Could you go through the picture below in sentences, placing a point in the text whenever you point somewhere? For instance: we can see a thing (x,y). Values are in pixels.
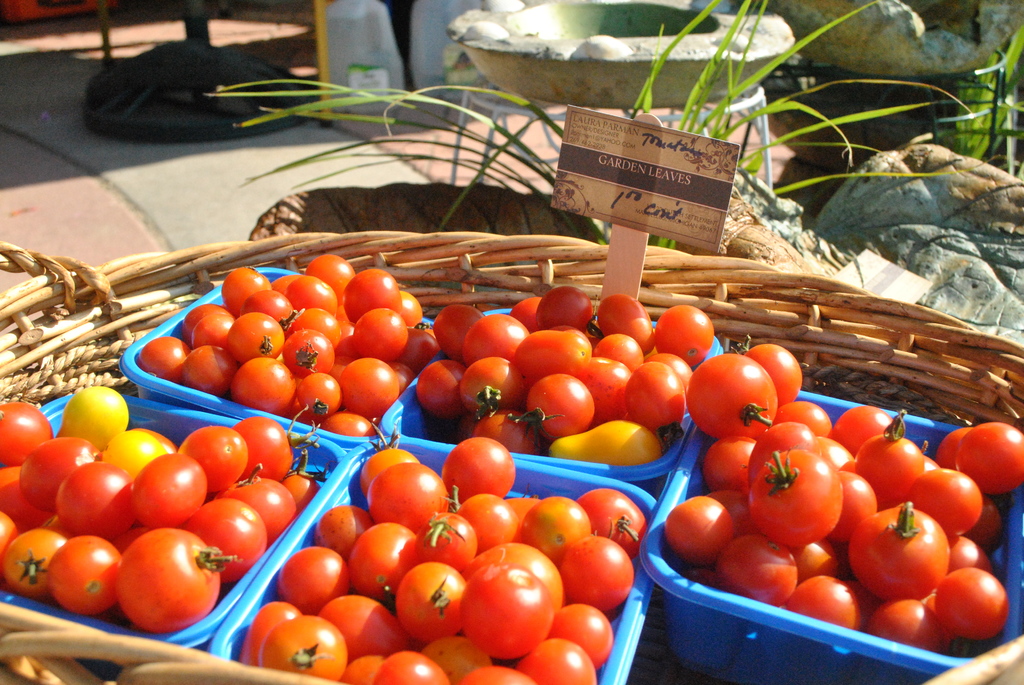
In this picture, we see five blue baskets (256,605) containing tomatoes (92,528) are placed in the big basket (1010,381). Beside that, we see the grass (784,103) and rocks (982,200). This picture might be clicked in the market (530,362).
